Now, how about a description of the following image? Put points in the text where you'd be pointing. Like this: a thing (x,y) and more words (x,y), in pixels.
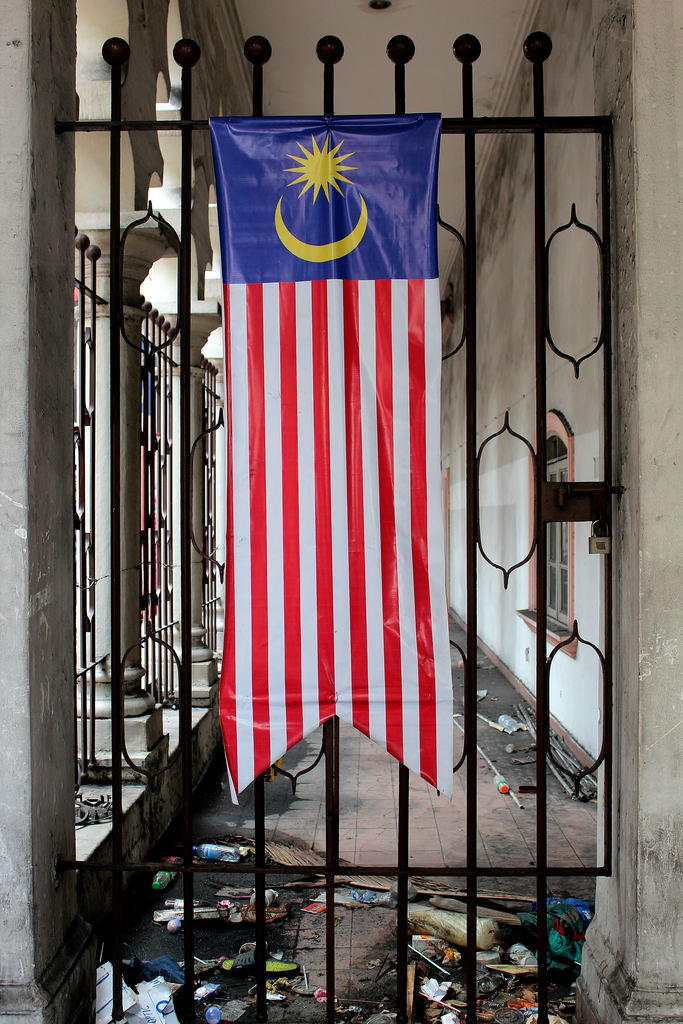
This image is taken indoors. In this image there is a building (224,47) with walls (627,862), windows (562,568) and pillars (617,372). There is a railing (153,374) and there are a few grills (181,476). In the middle of the image (300,372) there is a flag (331,647) on the gate (543,656). At the top of the image (321,64) there is a ceiling (347,34). At the bottom of the image (343,954) there is a floor (372,788) and it is untidy.
